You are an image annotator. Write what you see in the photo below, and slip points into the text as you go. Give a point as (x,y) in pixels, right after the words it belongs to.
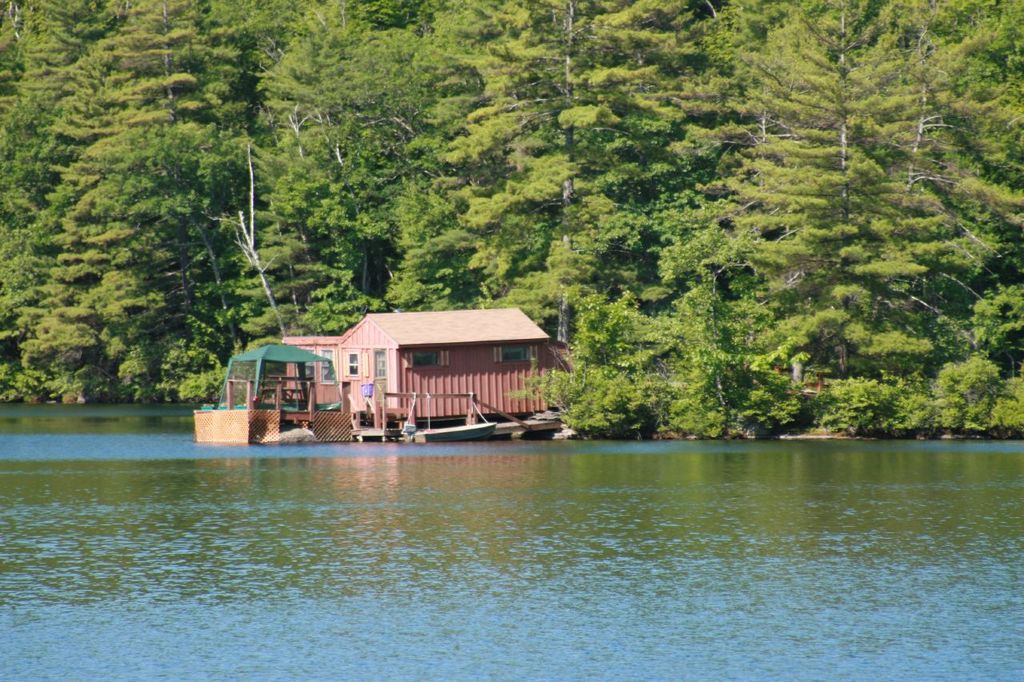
In this image, I can see a house (407,409) and a boat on the water (488,439). In the background (438,276), there are trees (539,247).
